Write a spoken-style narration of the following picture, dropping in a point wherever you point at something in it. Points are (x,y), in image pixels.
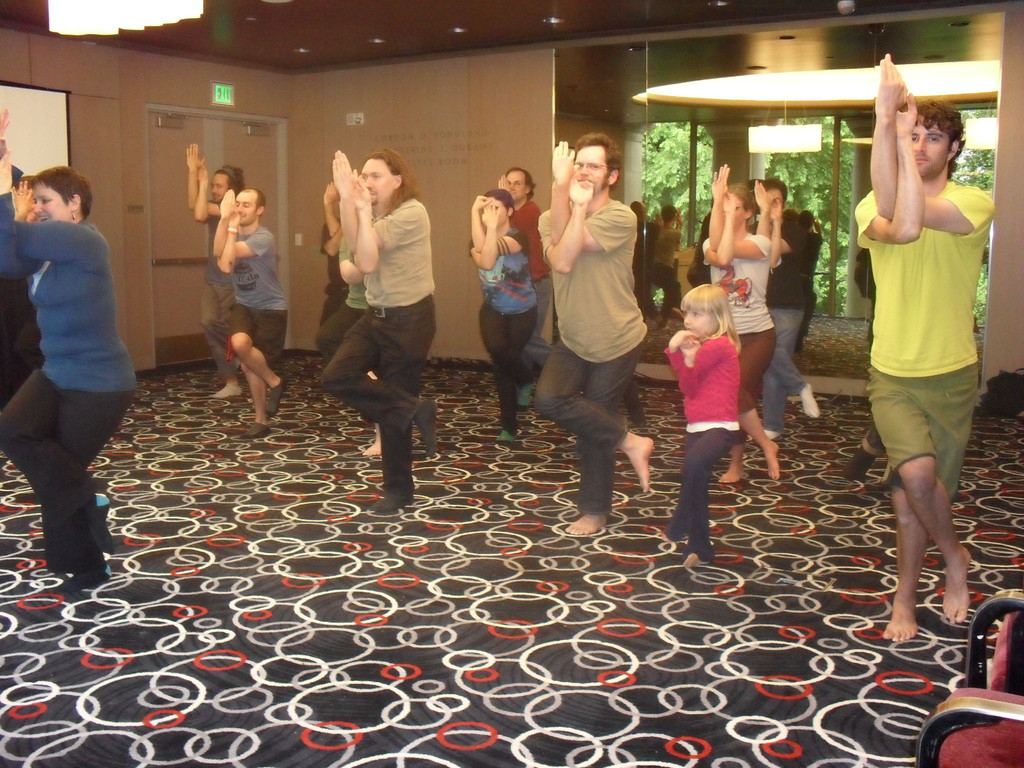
In the picture we can see a floor (666,432) with floor mat (286,472) with designs (311,518) on it and some people (697,444) standing with one leg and holding their hand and doing yoga and in the background (487,176), we can see a wall (489,189) with a mirror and an exit door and to the ceiling (263,10) we can see the lights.
